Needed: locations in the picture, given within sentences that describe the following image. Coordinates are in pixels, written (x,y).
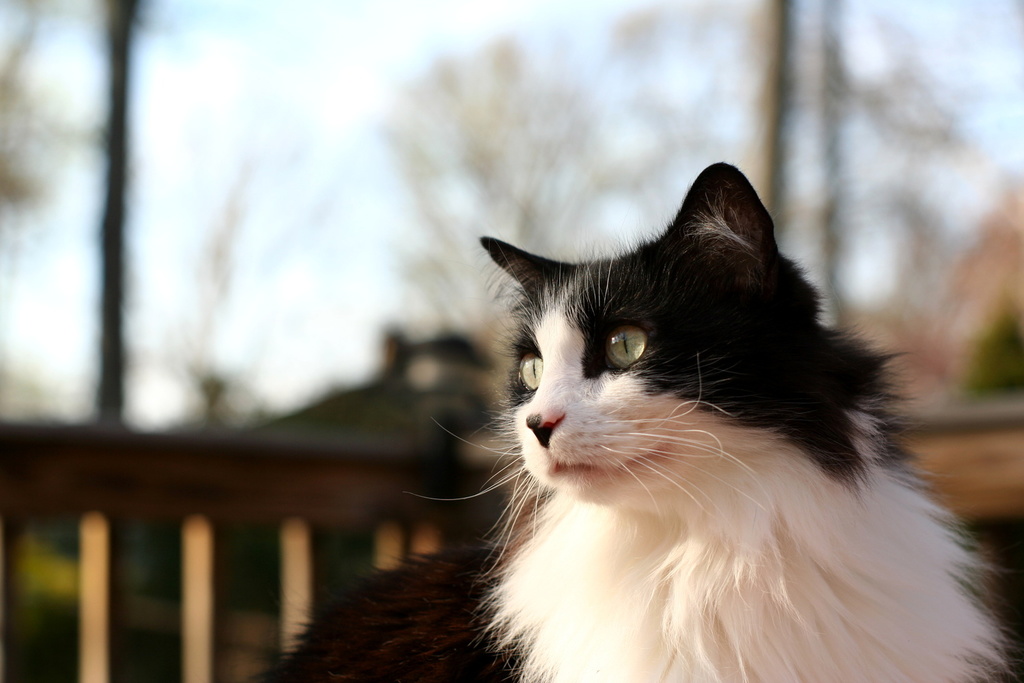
In this image we can see a cat (597,367) which is of black and white and in the background (94,431) image is blur.
